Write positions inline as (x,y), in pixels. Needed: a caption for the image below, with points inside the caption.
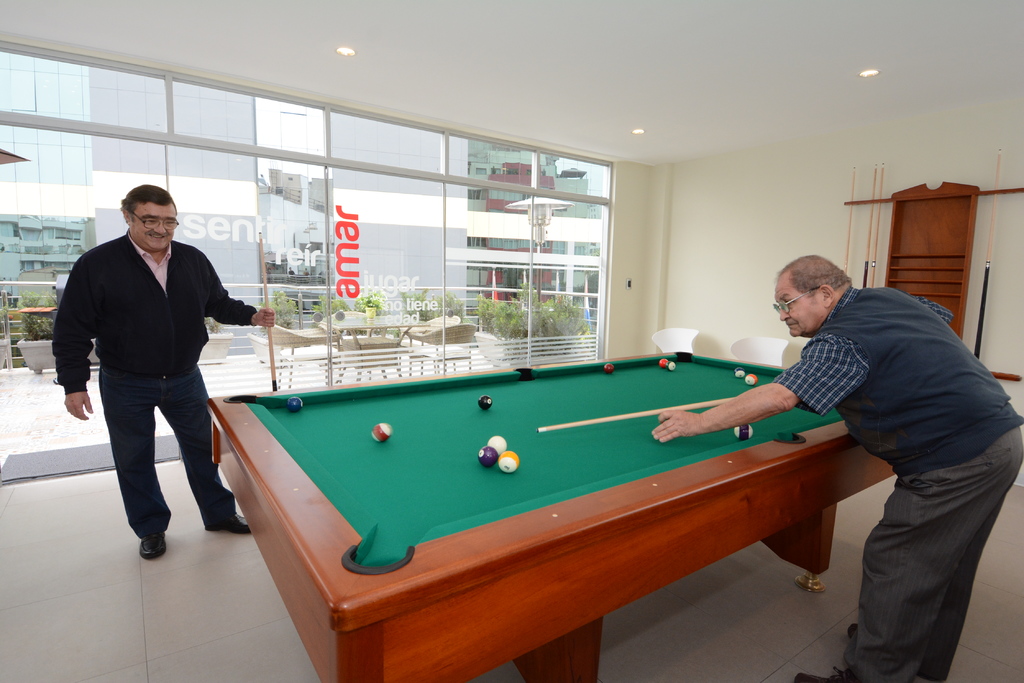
in this picture we can see a man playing snookers, here is the ball (510,463) and stick (621,415), and to opposite him a man (120,292) is standing on the floor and smiling, and holding a stick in his hand (269,323), and at back (332,220) there is glass door (322,228), and there are flower pots (499,321), and chairs (437,322).
